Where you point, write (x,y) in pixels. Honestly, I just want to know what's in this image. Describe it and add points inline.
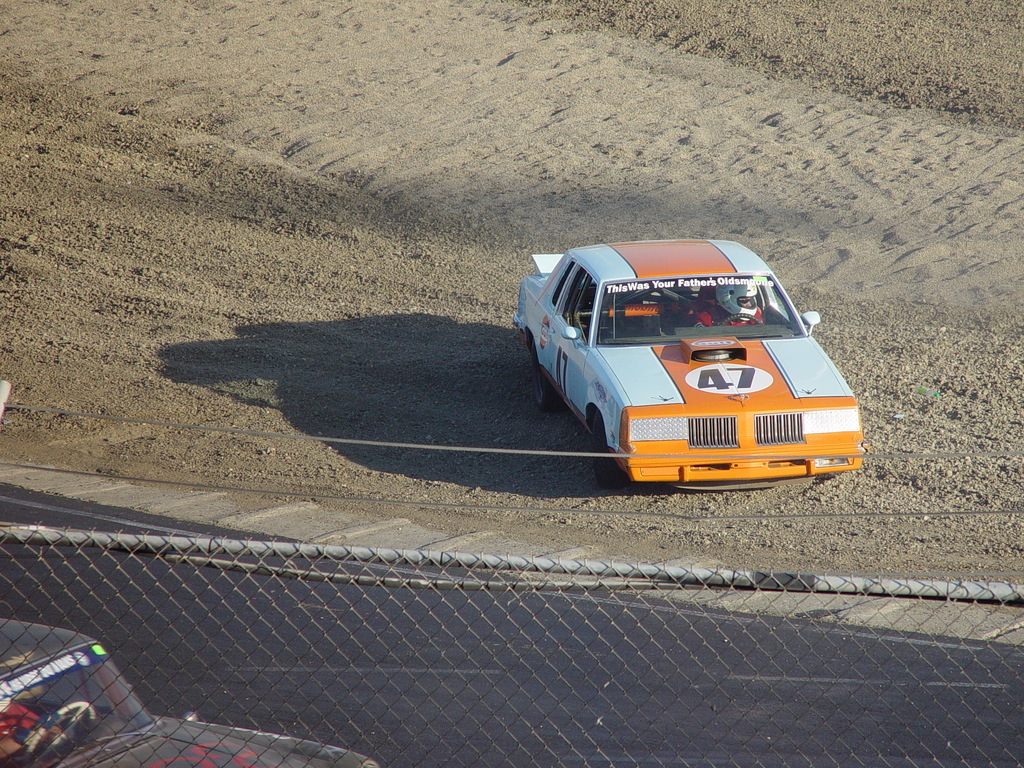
In this image we can see two cars (816,407) with persons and there is some text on both the cars (789,328). There is a road (294,670) and we can see the fence (268,554).
